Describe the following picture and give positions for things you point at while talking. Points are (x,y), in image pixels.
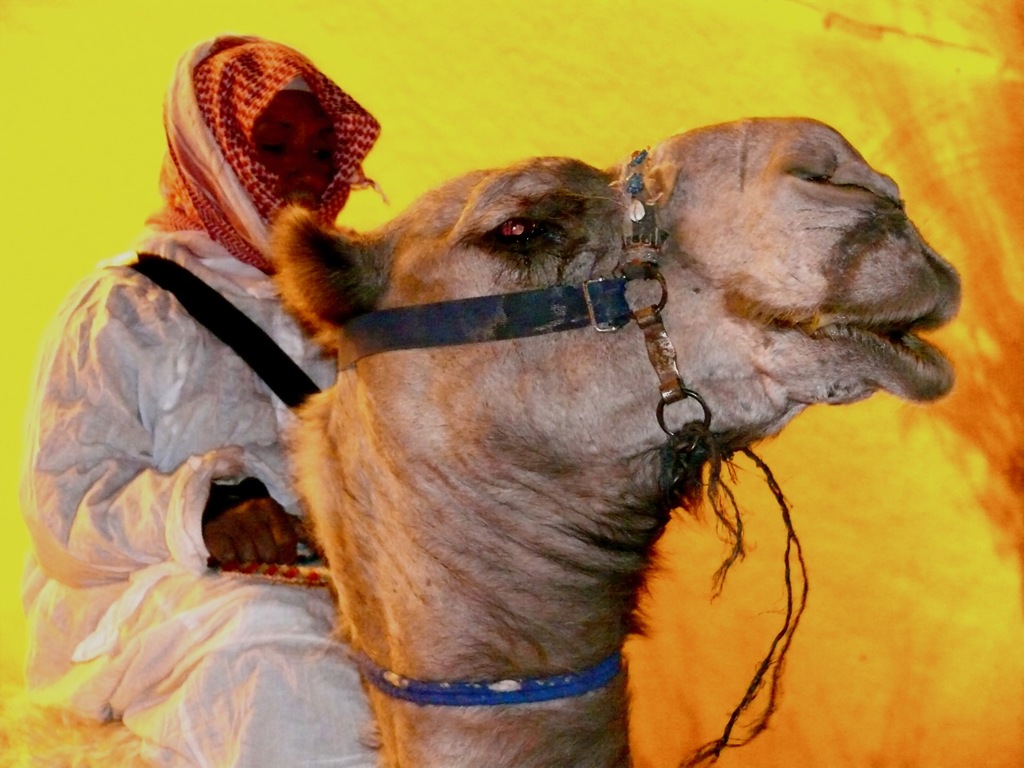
In this image we can see a person (257,696) is sitting on the camel (413,722). In the background of the image (889,565) is in yellow color.
